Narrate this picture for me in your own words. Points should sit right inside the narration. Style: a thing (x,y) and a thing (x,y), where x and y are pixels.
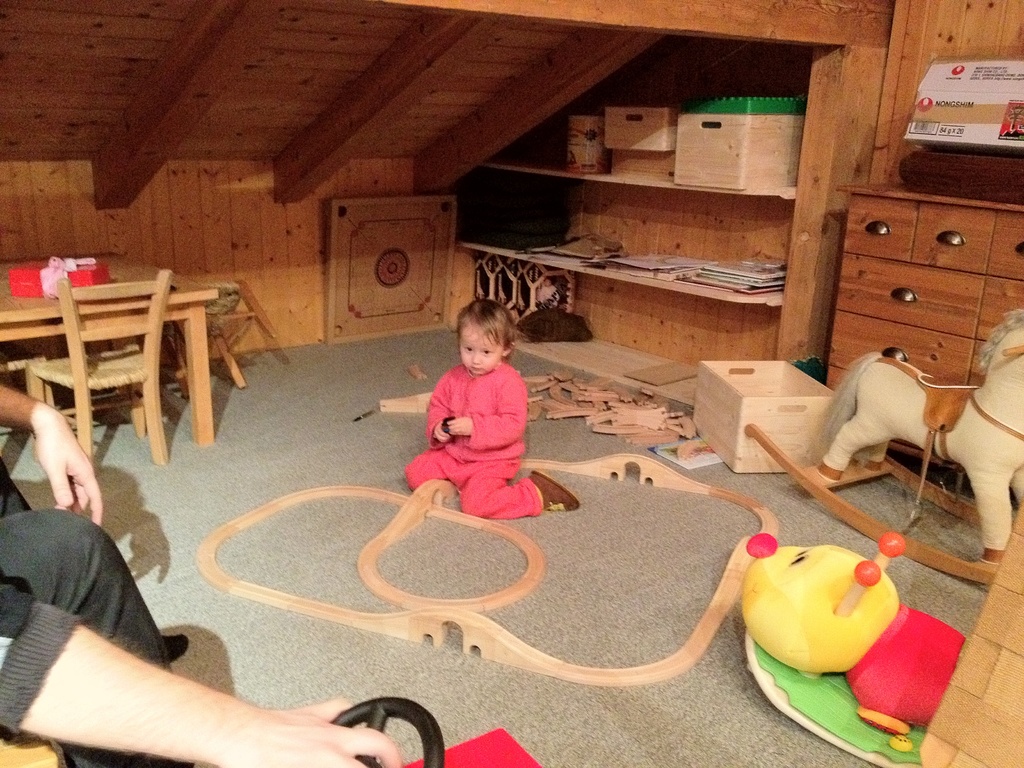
In this image in the center (452,455) there is one baby (477,423) who is sitting. On the left side (89,568) there is one person (86,629) who is sitting and on the top (189,70) there is a wooden wall (282,119) and on the left side (37,329) there is a dining table (37,309) and in the center (411,264) there is one carom board (404,269) and one cupboard (483,251) is there, in that cupboard (633,287) there are some books (720,277), papers (706,275), and some objects (640,140) are there. Beside that cupboard (654,302) there is another cupboard (919,313), on the right side (930,411) there is one toy horse (940,409) and some toys (812,616) are there on the floor (558,577).
